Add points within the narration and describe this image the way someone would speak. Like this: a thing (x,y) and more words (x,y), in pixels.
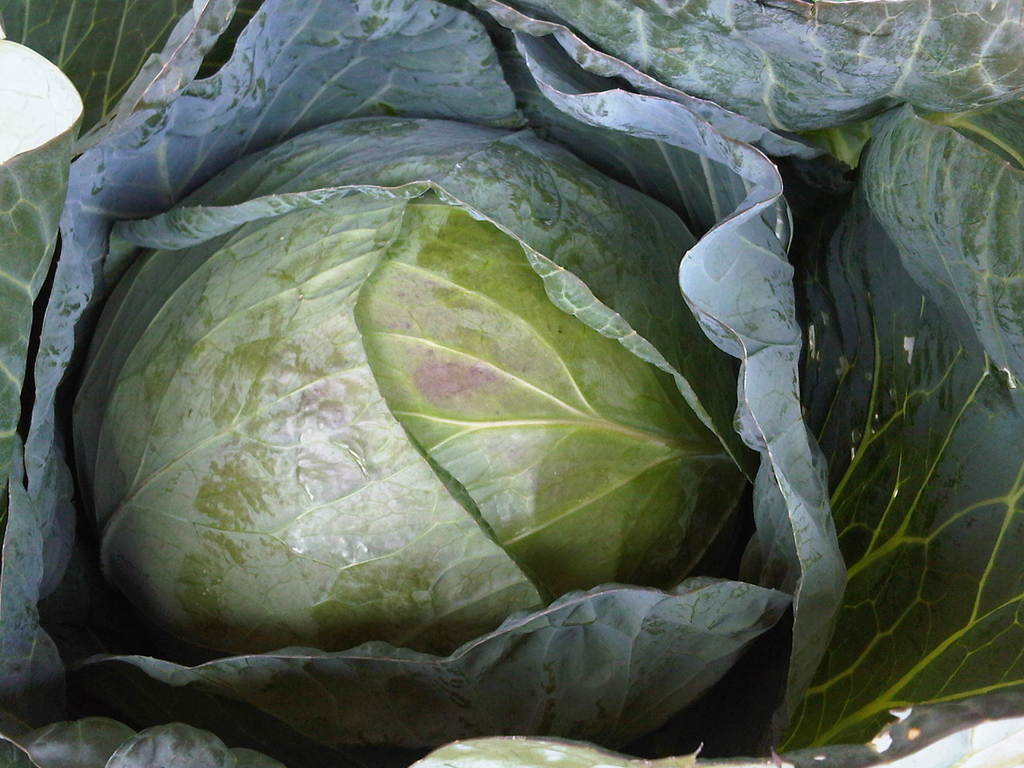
In this image, we can see a cabbage (306,280). Here we can see green leaves (571,688).
